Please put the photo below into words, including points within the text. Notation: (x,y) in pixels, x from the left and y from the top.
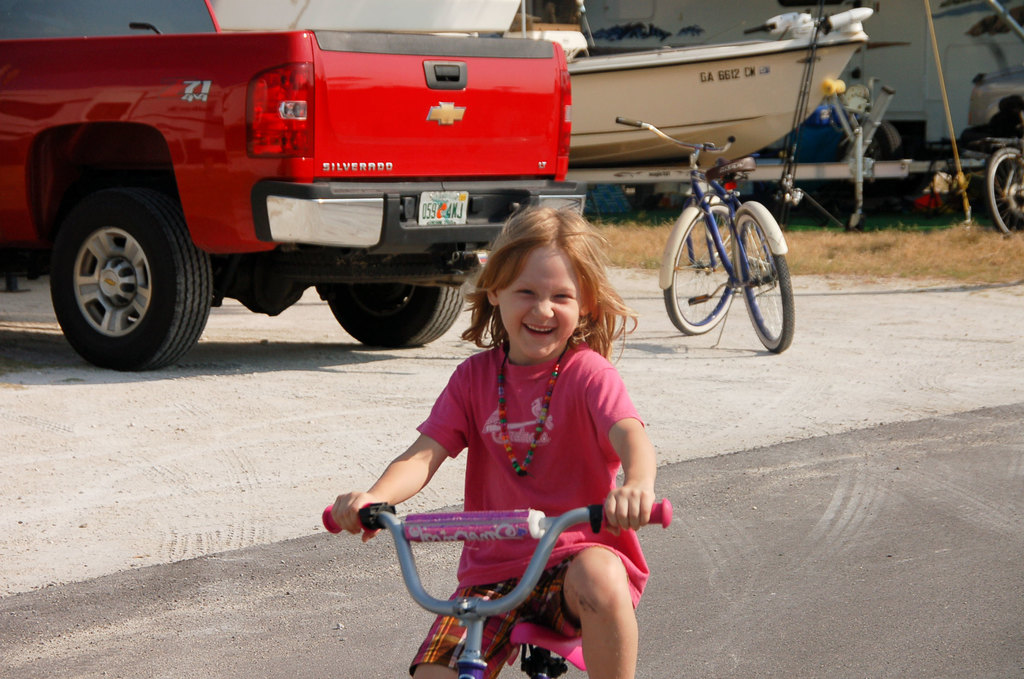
In this image I can see a girl (655,458) is cycling a cycle (596,507), I can also see a smile (531,334) on her face (561,340). In the background (395,245) I can see few more cycles (738,233) and few vehicles (347,160).
